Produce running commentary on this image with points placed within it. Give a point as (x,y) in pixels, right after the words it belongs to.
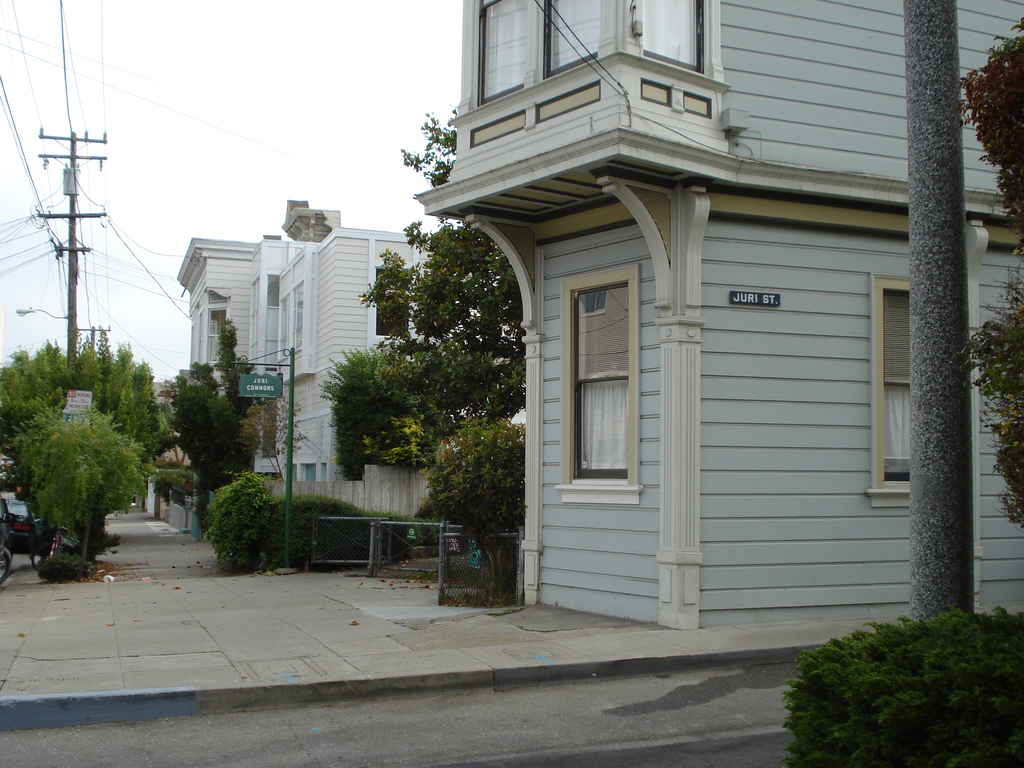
In this picture we can see plants (1017,390), trees (230,420), boards (77,407), poles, wires (164,287), road (225,743), mesh (506,557) and buildings (316,358). In the background of the image (308,94) we can see the sky (267,159).
